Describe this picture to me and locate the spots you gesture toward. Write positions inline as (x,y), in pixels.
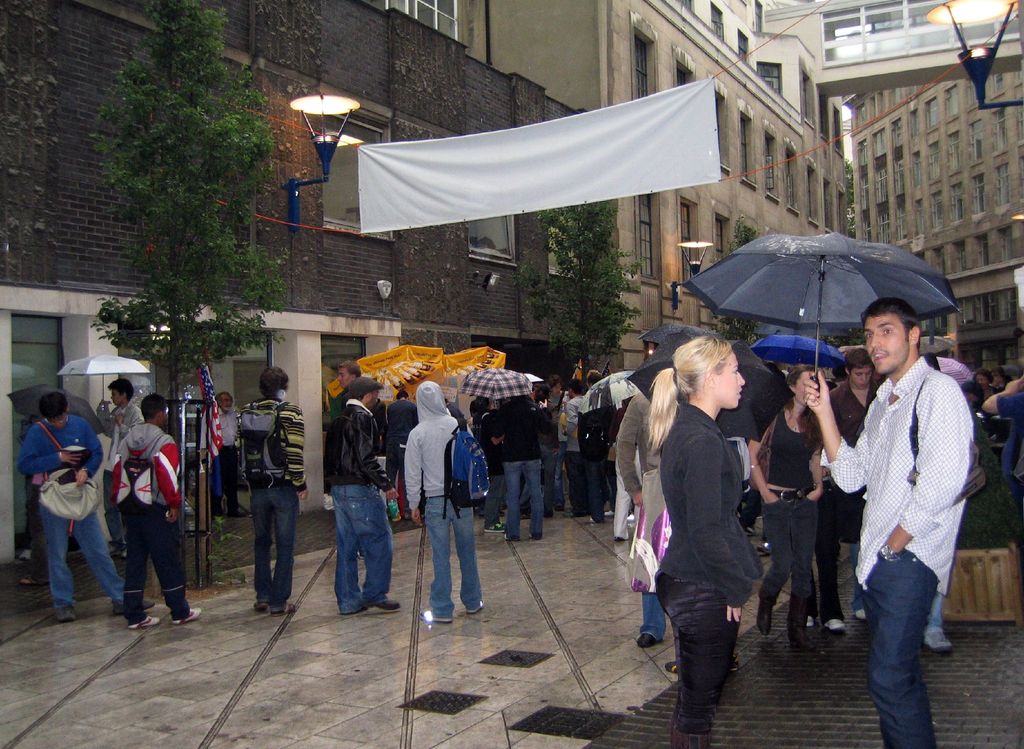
In this image we can see the buildings (798,203), trees (551,275), lights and also the white color banner (491,183) with the ropes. We can also see the people (641,451) standing on the path (502,721) and a few are holding the umbrellas (922,288).
